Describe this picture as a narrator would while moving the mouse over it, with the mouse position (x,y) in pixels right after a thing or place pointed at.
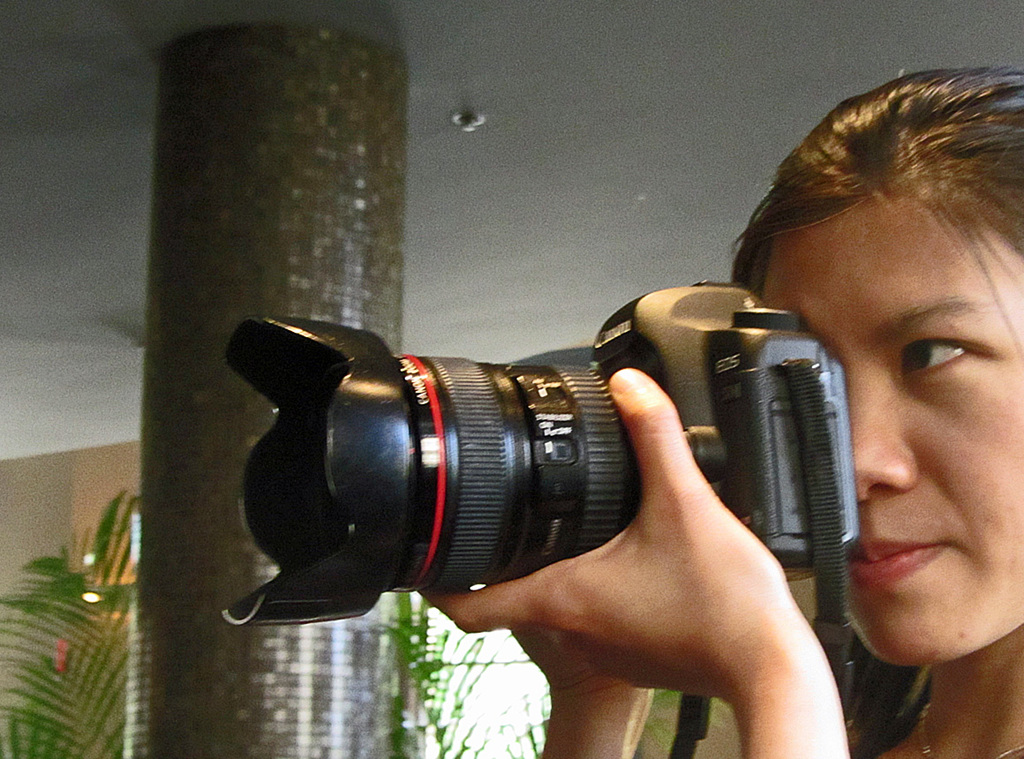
In the image there is a woman (842,337) who is holding a camera (780,540). In background (317,202) we can see a pillar (307,225) some trees (104,636) and roof (498,83) is on top (556,66).
